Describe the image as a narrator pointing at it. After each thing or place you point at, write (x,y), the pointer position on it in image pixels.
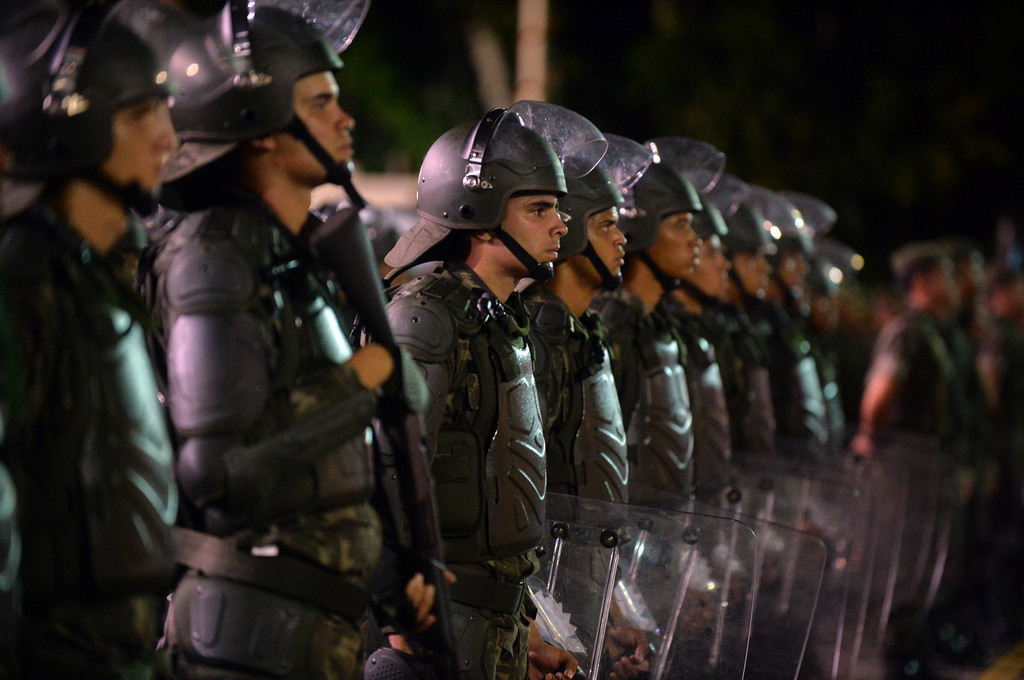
Here we can see few persons (345,524) are standing and they wore helmets (87,144) on their heads (441,232) and holding shields (535,583) in their hands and a person (231,529) on the left side (231,529) is holding a gun (399,479) in the hand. In the background (565,84) the image is dark but we can see trees (392,68).
